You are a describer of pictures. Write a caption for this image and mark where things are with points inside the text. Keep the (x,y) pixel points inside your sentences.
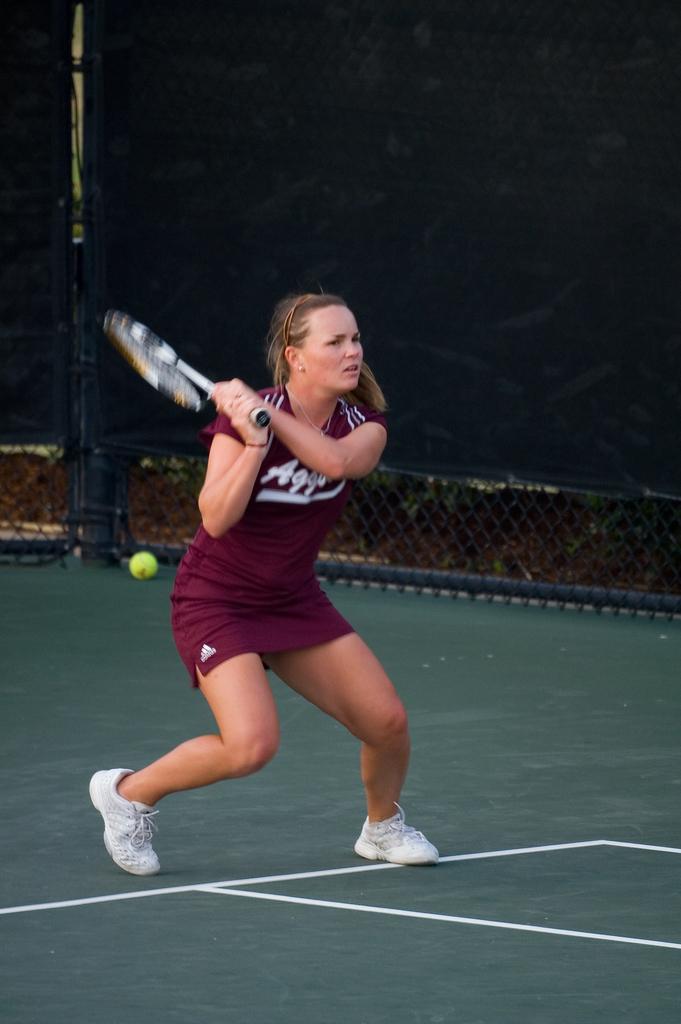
It's a tennis court (477,979). A woman (381,834) is playing tennis, It's a tennis ball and tennis racket (191,396). She wear a T-Shirt (277,515) and a shoe (132,810).
